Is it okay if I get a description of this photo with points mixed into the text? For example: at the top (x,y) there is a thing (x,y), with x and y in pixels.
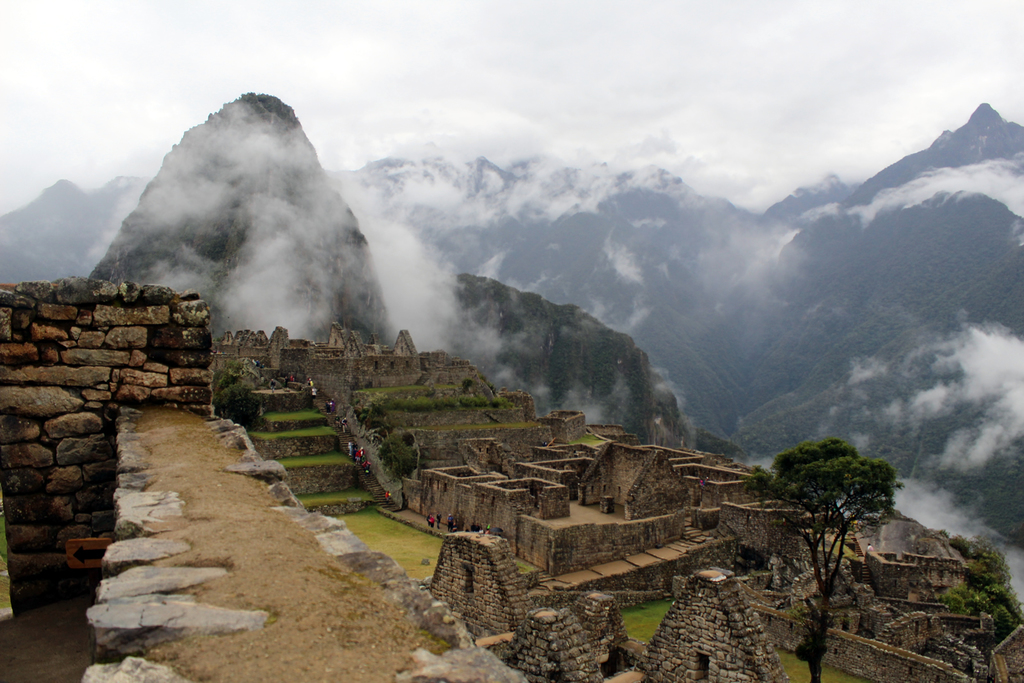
In this image, we can see forts (687,652), grass (271,416), trees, people (364,463), walls (310,444) and sign board (90,556). In the background (778,449), we can see the mountains (314,249), fog (939,410) and sky (39,183).
